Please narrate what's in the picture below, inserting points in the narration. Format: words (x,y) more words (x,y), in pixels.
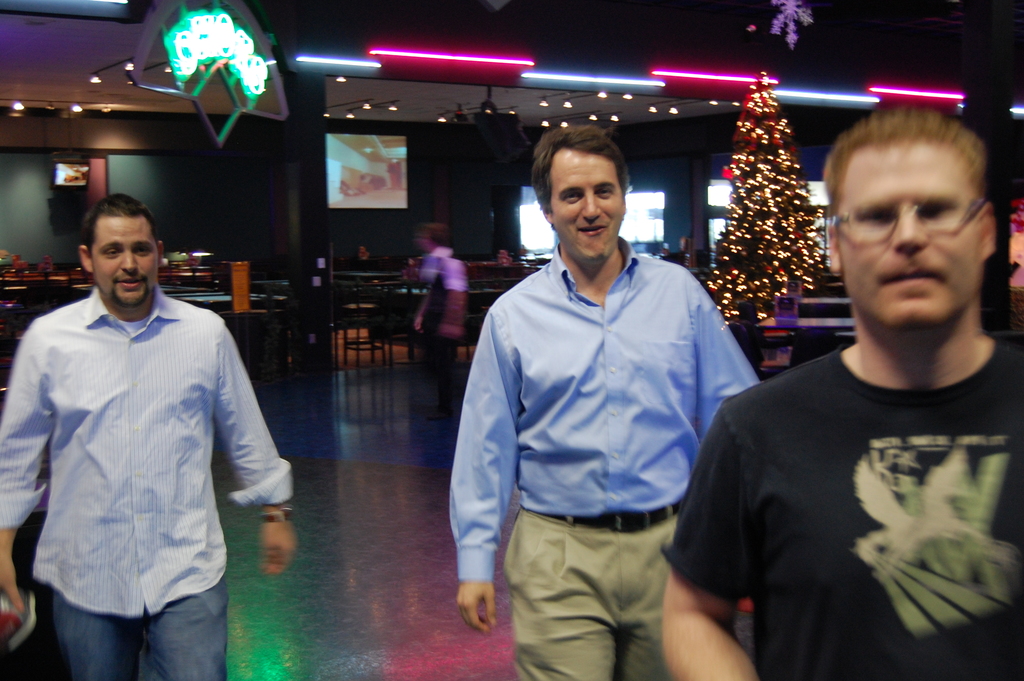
There are three men (531,526) standing at the bottom of this image (535,579). We can see chairs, tables (370,276) and a Christmas tree (759,261) in the background (541,260). There are lights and screens (344,141) present at the top of this image (358,168).
